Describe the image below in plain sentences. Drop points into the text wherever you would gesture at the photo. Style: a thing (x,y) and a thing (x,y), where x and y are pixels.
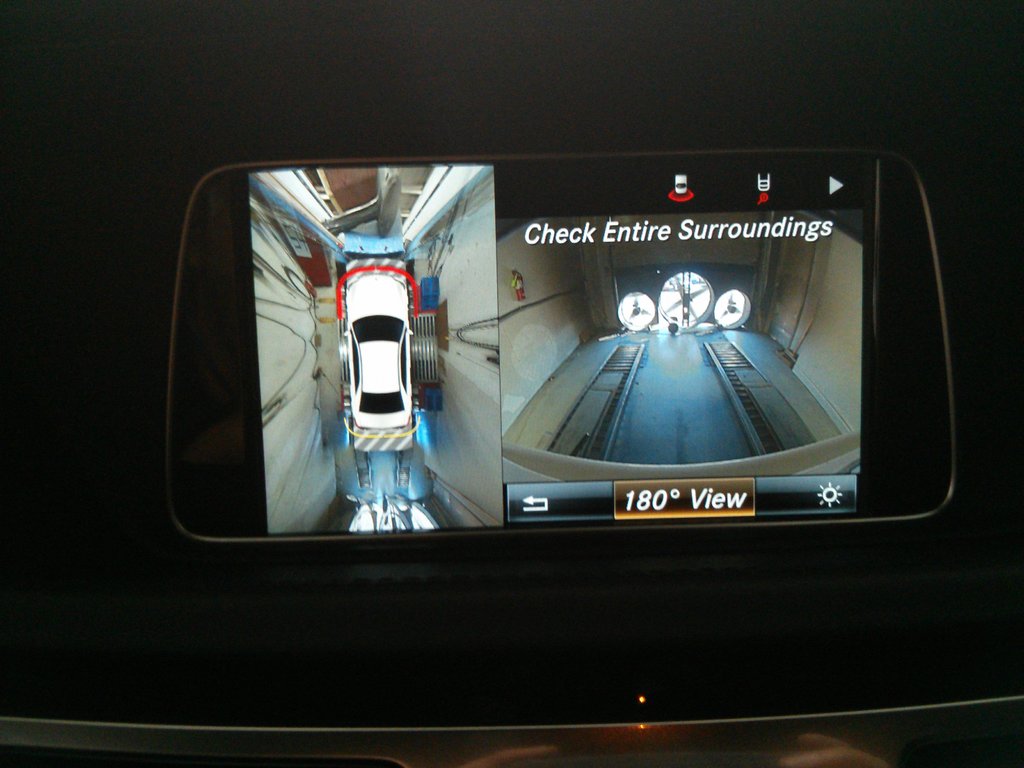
In this picture there is a display screen (511,404) in the center of the image (676,388), in which there is a car image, it seems to be a photo (455,328).
